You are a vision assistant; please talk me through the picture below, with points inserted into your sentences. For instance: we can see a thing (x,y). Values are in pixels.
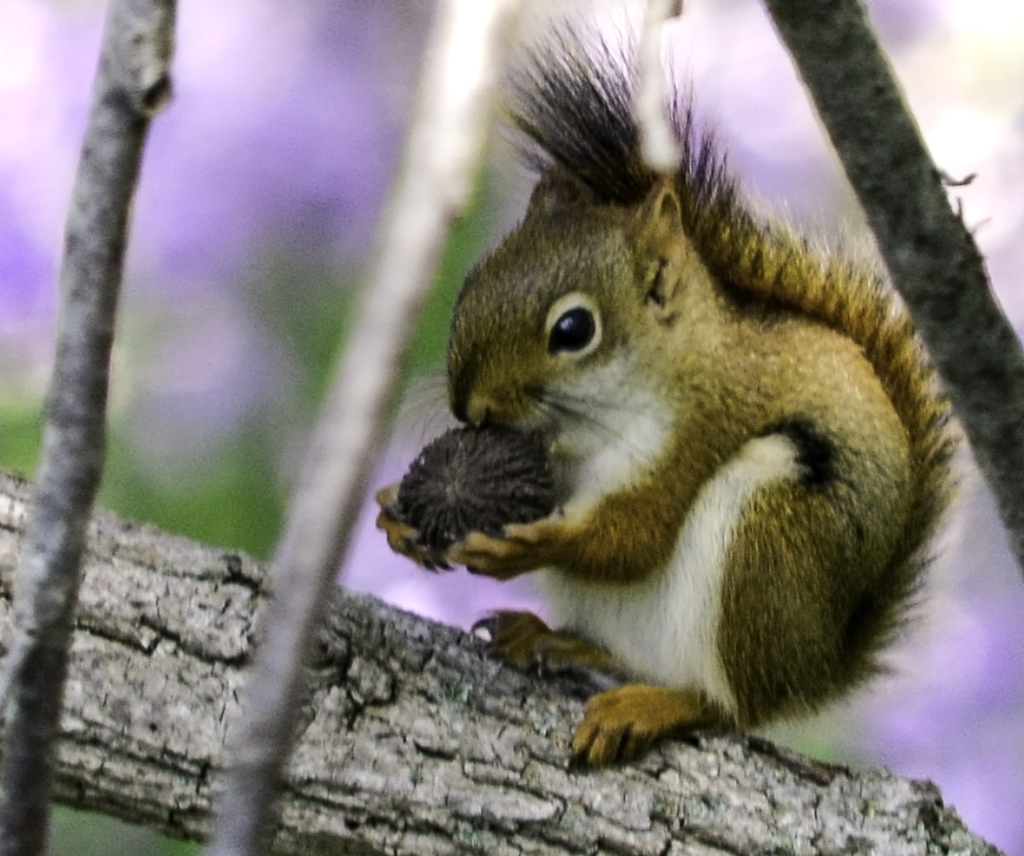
In this picture I can see there is a squirrel (607,268) sitting on the branch (356,682) of a tree (527,786) and in the backdrop (994,794) I can see there are plants (243,465) in the backdrop (136,487).
